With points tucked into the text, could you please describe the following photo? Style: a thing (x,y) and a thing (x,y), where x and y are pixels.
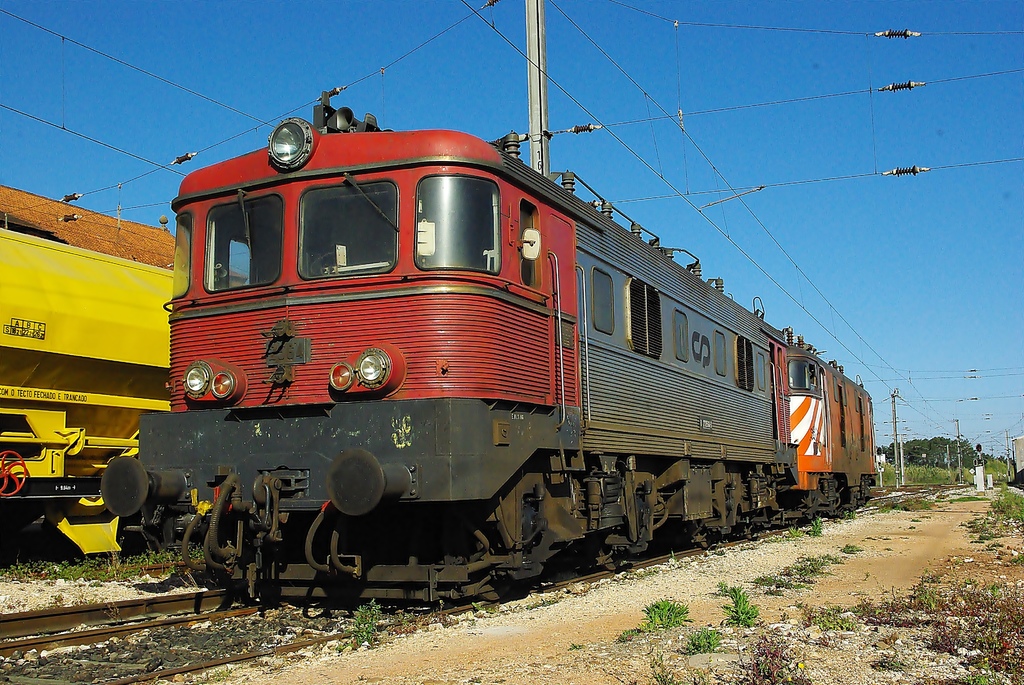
In this image in the center (483,262) there is a train (278,393), and beside the train (241,425) it seems that there is another train (108,375). And in the background (971,439) there are some poles (895,419), wires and some boards (883,458). At the bottom (203,607) there is a railway track (240,629) and some plants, and at the top of the image (560,91) there are some wires (541,71) and there is a pole (535,82) in the center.
